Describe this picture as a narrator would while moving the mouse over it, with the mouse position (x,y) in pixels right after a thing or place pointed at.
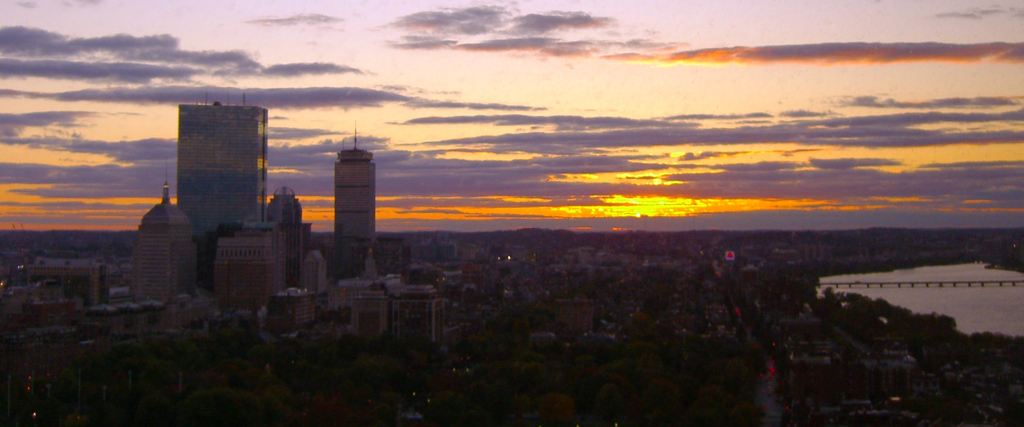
In this image we can see trees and buildings (396,259). On the right side (985,307) there is water (981,304). Across that there is a bridge (991,281). In the background (564,138) there is sky (544,84) with clouds (430,106).
